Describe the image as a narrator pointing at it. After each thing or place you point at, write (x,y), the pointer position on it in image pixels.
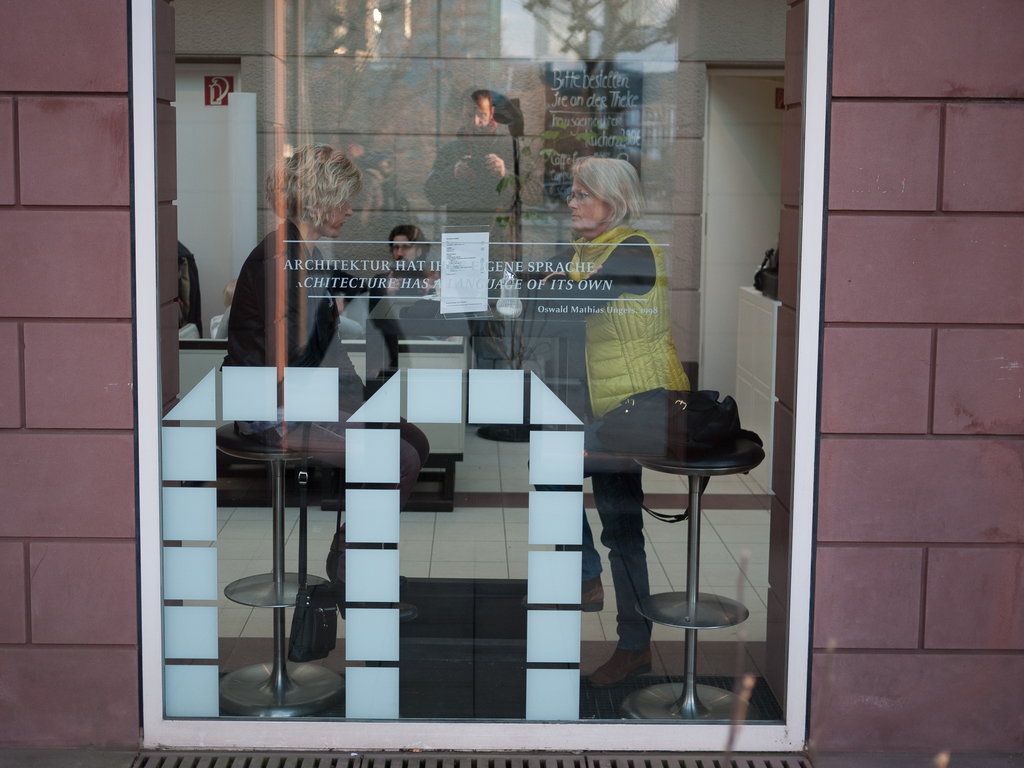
In this image we can see there is a wall (860,388) and window (427,293), through the window (437,179) we can see there are people (311,362) sitting on the chair (735,455) and at the back (591,98) there is a poster (591,91) and a text (617,135) written. And there are some objects (462,295).
